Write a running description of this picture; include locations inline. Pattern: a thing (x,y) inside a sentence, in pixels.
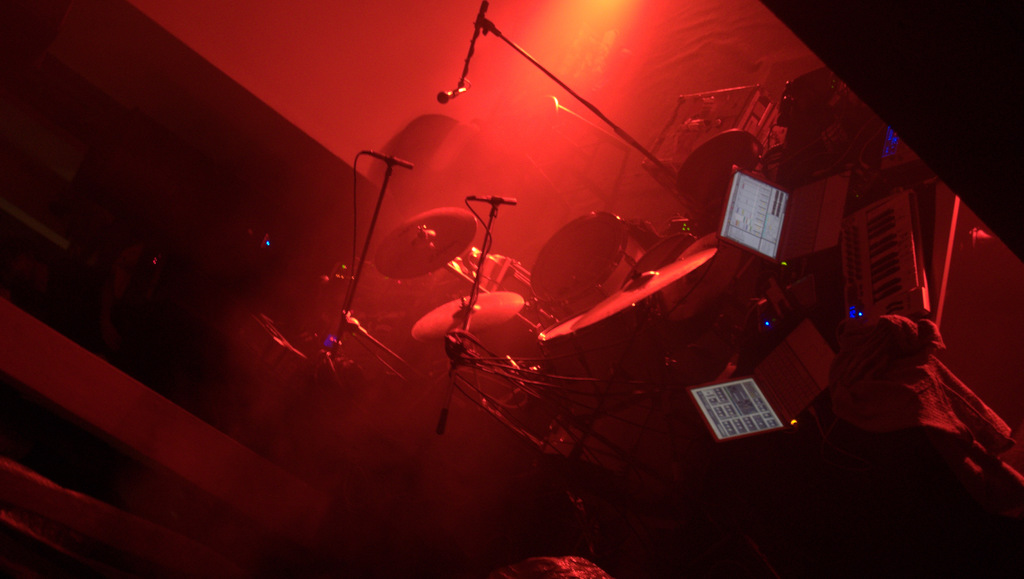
In the middle of the image (502,202) there are some drums (726,141) and keyboard (850,258) and microphone (450,355) and laptop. Behind them there is wall (369,8).
